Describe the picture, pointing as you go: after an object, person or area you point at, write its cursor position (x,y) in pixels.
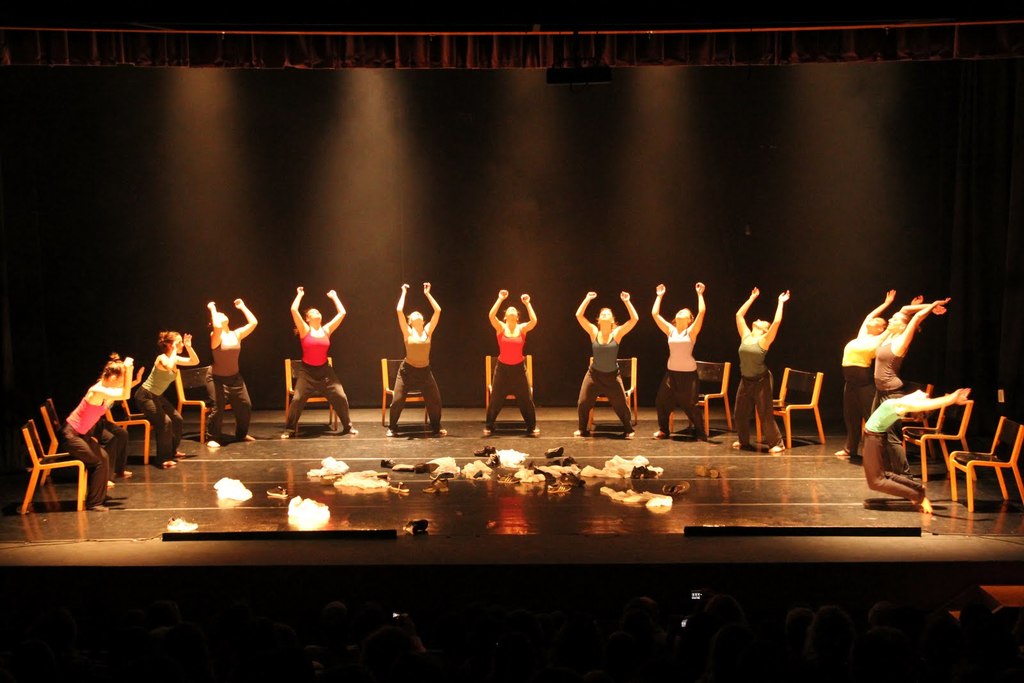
In this image we can see a few people (238,405), among them, some people (222,420) are on the stage (266,420), there are some chairs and other objects (607,494), in the background (583,152) we can see the wall (638,155).
